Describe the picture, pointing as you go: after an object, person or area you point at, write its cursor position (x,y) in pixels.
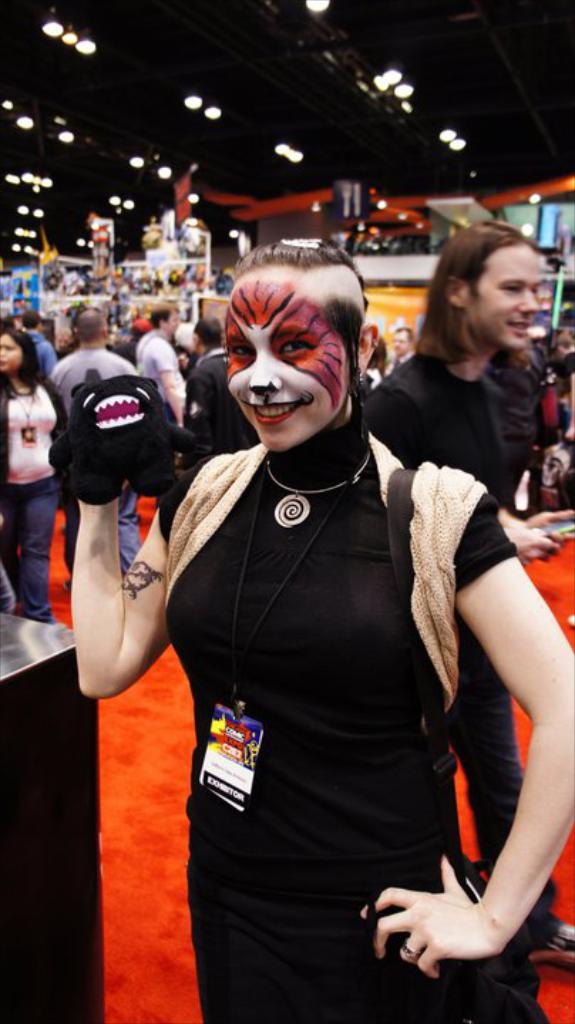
This image is taken indoors. At the bottom of the image (127,906) there is a red carpet (178,746). In the middle of the image (349,438) a woman (363,729) is standing on the floor (126,907) and holding a toy (105,459) in her hand (81,509). In the background (528,367) a few people (226,396) are standing on the floor (131,958) and there are a few things (25,289). At the top of the image (458,171) there is a roof (175,66) with lights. On the left side of the image (51,778) there is a table (39,851).
